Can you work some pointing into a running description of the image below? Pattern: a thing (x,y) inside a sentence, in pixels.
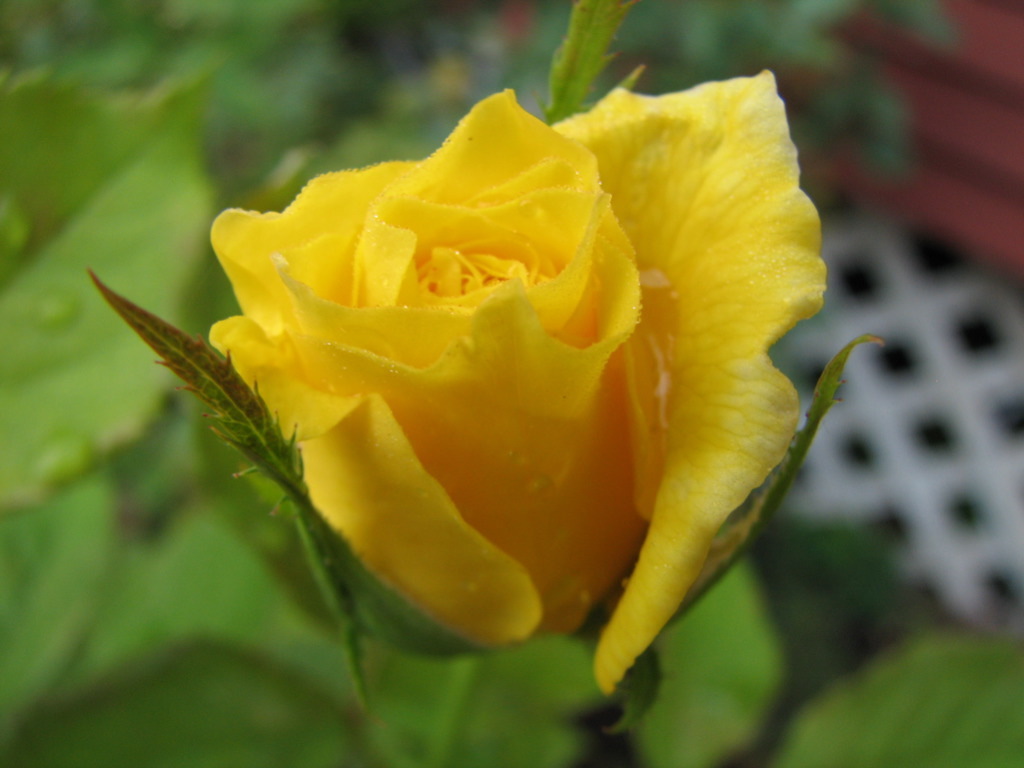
In this image we can see a yellow color flower (462,358). The background of the image (116,127) is blurred.
